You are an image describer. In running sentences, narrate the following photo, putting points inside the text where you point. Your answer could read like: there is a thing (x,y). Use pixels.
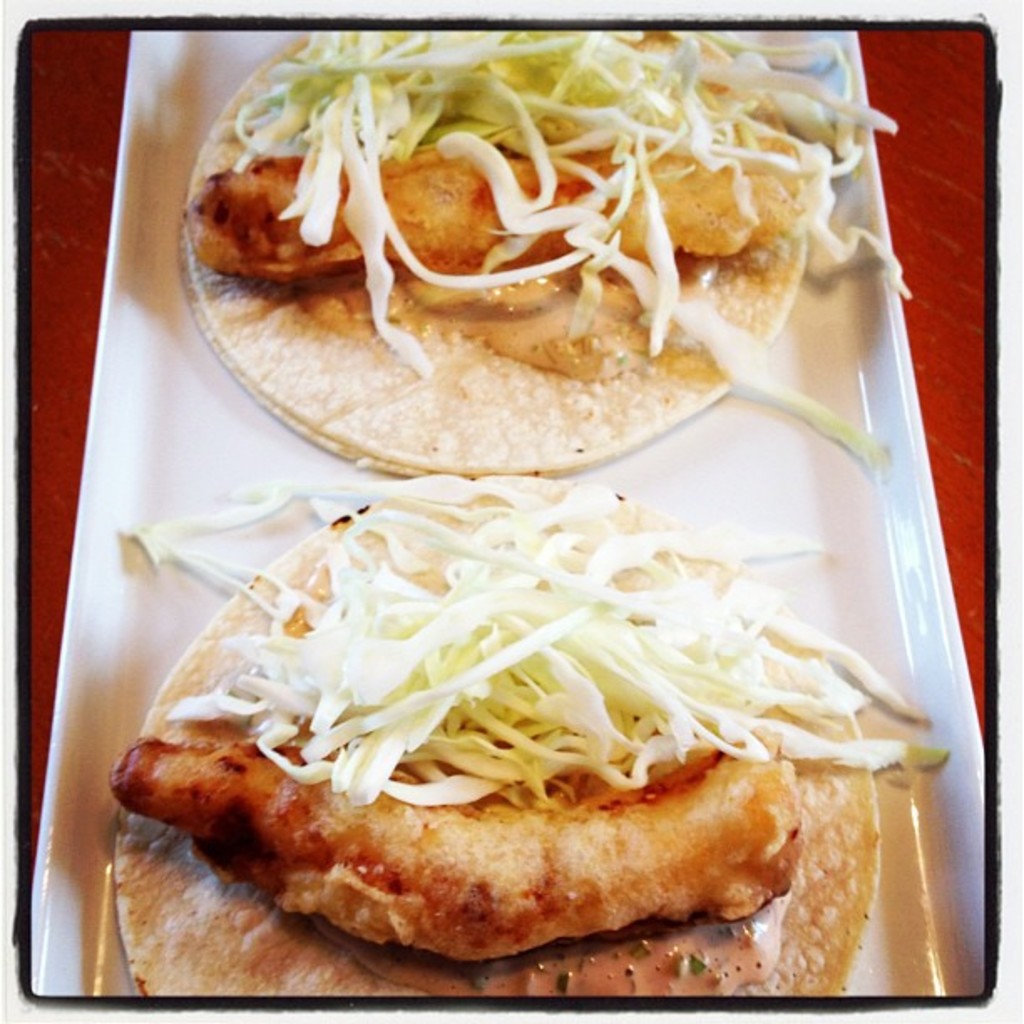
In the image I can see a plate (242,534) in which there is some food item (307,579).
